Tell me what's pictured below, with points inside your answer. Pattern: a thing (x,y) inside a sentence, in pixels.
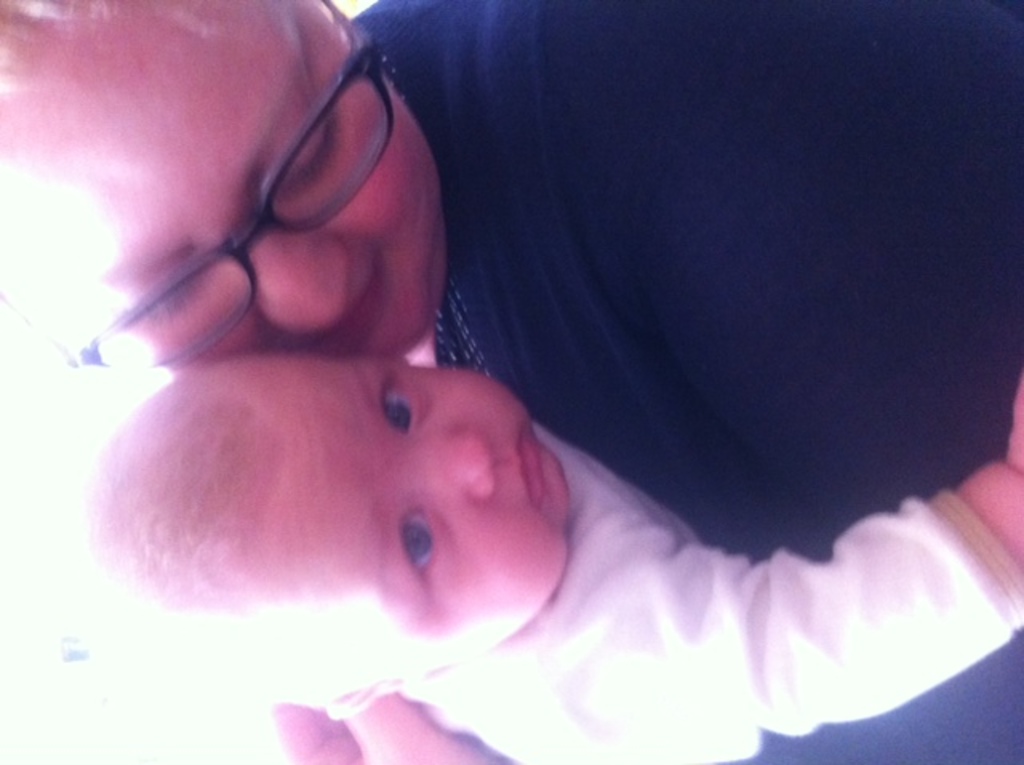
In this image there are two persons (510,467) truncated, the person (454,347) is wearing spectacles (264,202).
